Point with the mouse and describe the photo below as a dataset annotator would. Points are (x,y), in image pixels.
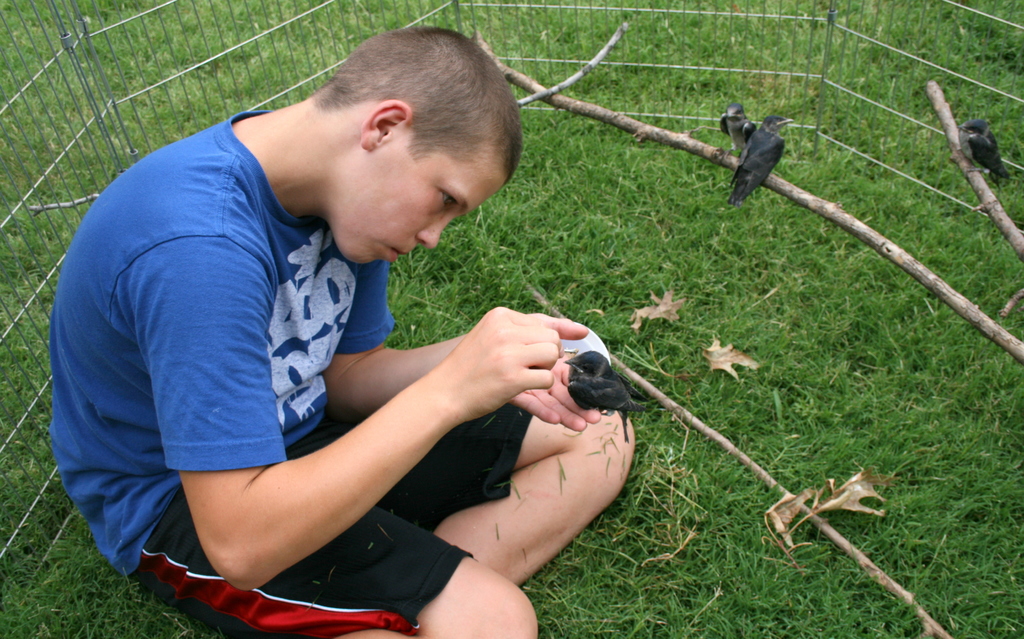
In the center of the image (391,233) there is a boy (384,435) holding a bird (582,389). On the top of the image (594,110) we can see birds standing on the sticks (821,213). In the background (798,273) there is a grill (827,72) and grass (638,102).
